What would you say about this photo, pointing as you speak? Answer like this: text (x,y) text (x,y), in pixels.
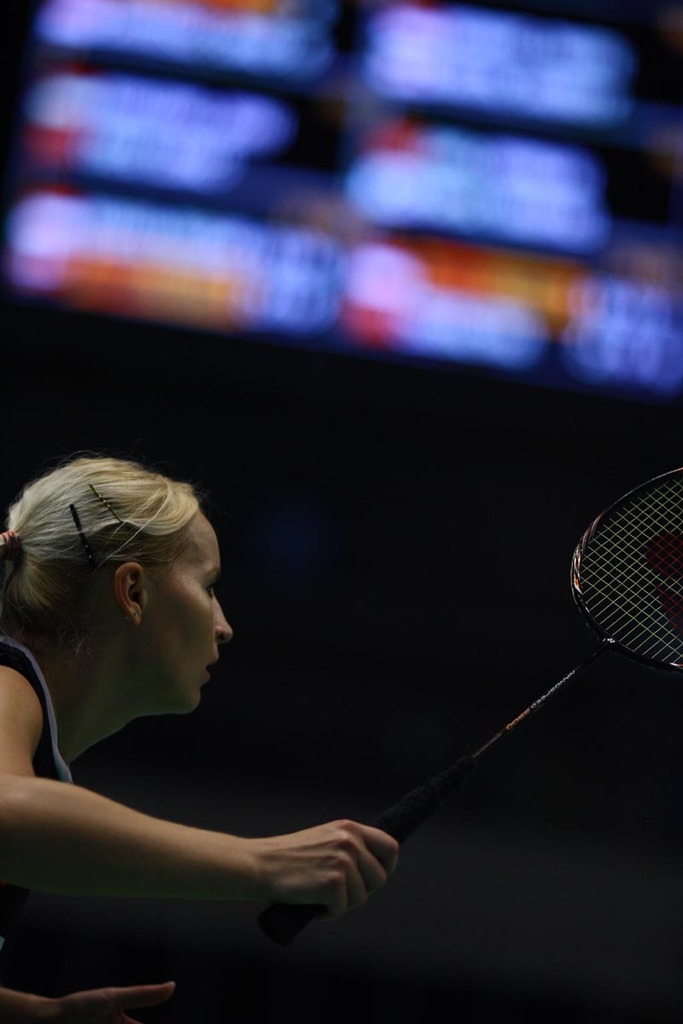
In the image there is a woman (45,810) holding a racket (398,808) on her hand (344,825).
